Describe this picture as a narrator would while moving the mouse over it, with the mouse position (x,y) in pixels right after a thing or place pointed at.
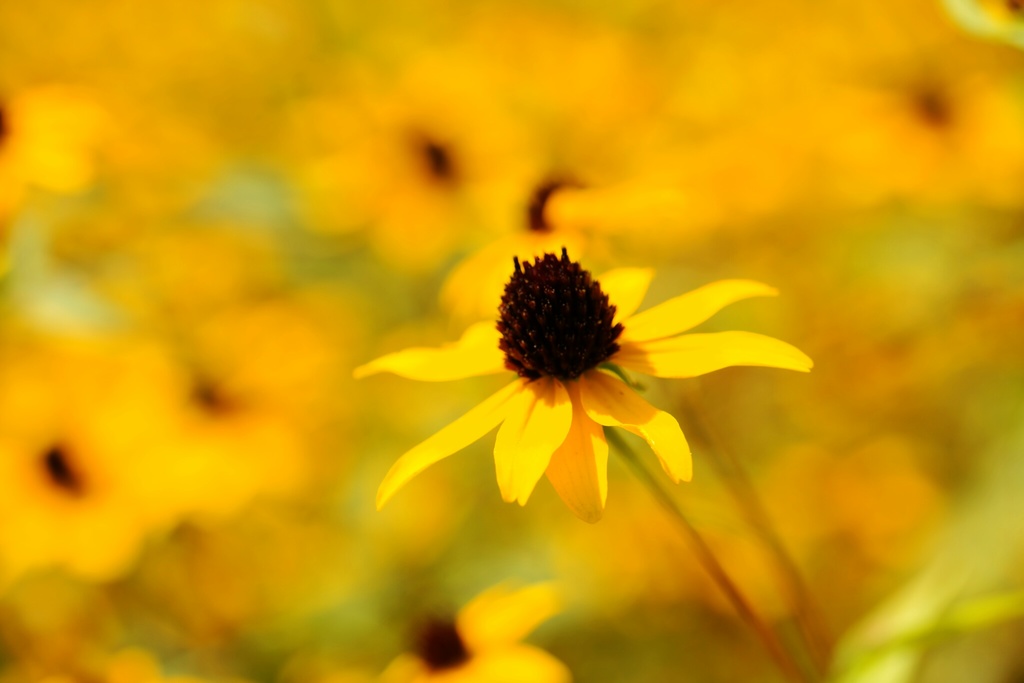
In this picture we can see a flower (561,441) and in the background (495,475) we can see a group of flowers (212,398) and it is blurry.
